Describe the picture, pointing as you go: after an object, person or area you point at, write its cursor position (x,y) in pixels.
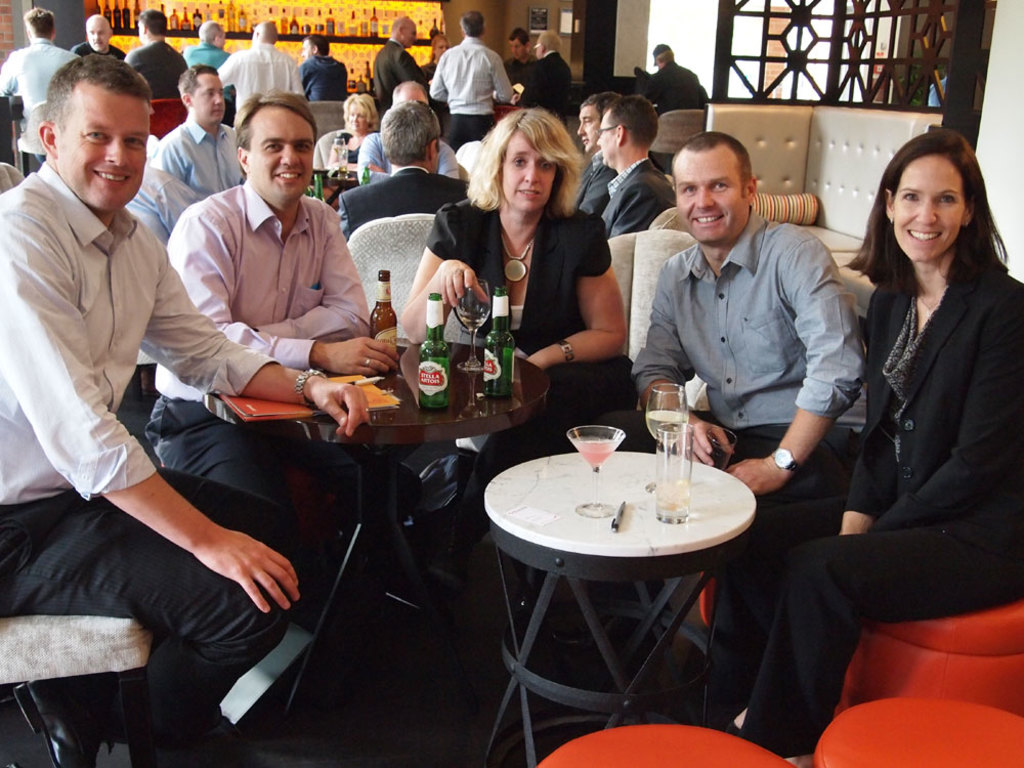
In this Image I see number of people (371,130) in which most of them are sitting on chairs (991,751) and rest of them standing over here. I see that these 4 people (301,185) are smiling and there are bottles (503,336) and glasses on these tables (472,380). In the background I see number of bottles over here.
